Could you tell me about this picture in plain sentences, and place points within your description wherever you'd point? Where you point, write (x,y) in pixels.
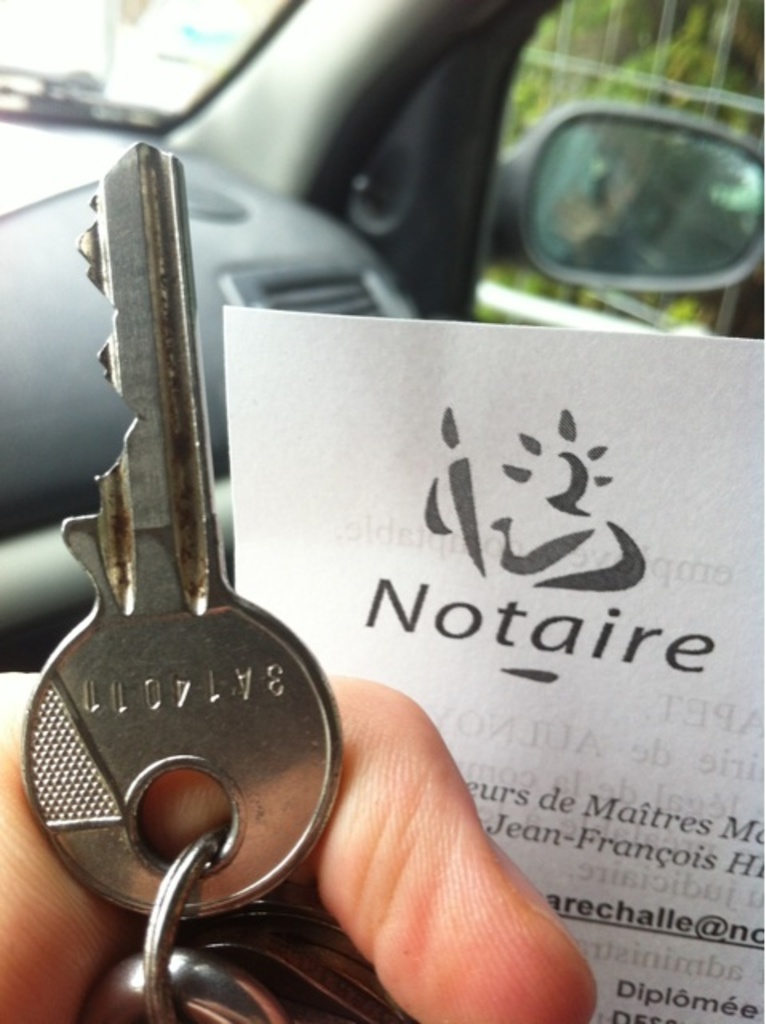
This is an inside view picture of a vehicle (12,170). In this picture we can see a paper (634,596) with some information (742,833). We can see a person's hand (429,975) holding a key (185,190). Background (742,149) portion of the picture is blurry and we can see a mirror (674,176).
